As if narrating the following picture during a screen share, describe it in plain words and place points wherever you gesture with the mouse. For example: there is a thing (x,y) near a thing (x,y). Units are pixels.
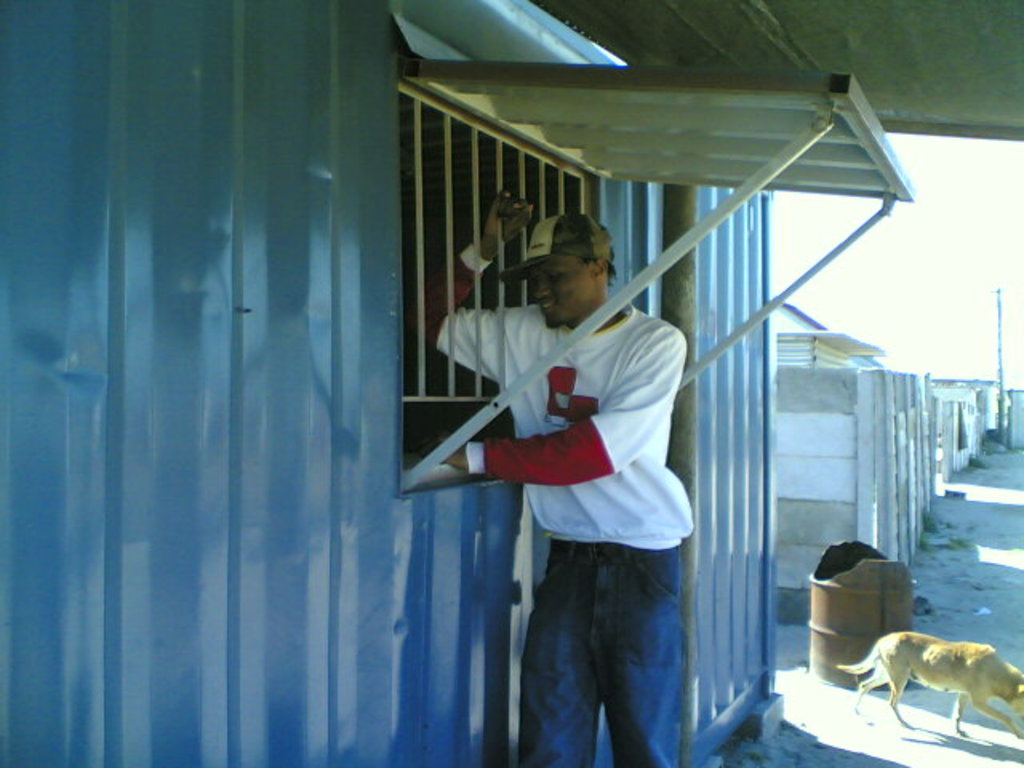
There is a man (496,449) standing and wore cap (598,251) and we can see window (547,168). On the background (940,651) we can see dog (1000,671), wall (822,405), pole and sky (899,339).
